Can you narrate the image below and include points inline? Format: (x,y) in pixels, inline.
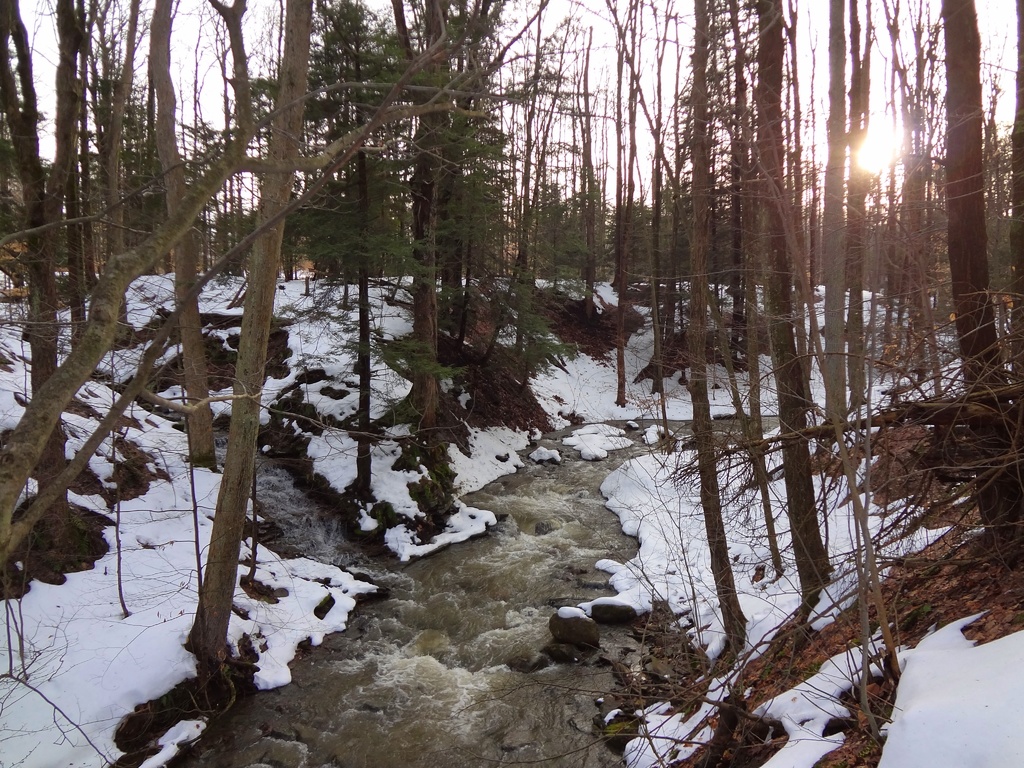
In this image, at the middle (489,489) we can see water (483,621) flowing, there are some trees (415,65), at the top (191,141) we can see a sky (541,142).
